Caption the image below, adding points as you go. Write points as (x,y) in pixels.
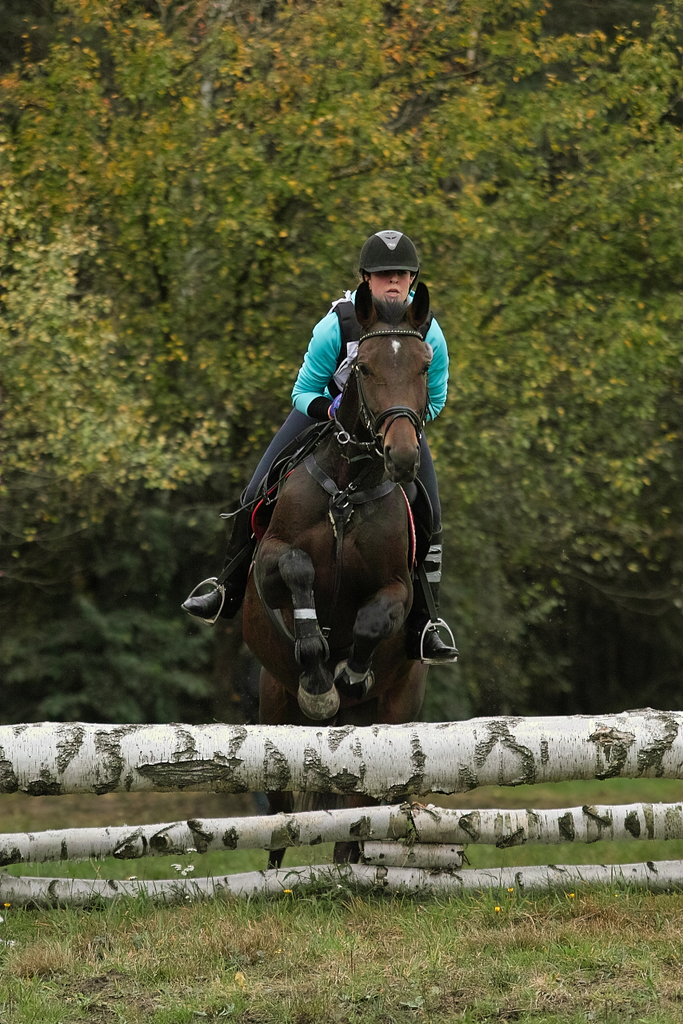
A person (443,390) is horse riding, this horse (387,545) is in dark brown color and these are the trees (316,214) in the middle of an image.
